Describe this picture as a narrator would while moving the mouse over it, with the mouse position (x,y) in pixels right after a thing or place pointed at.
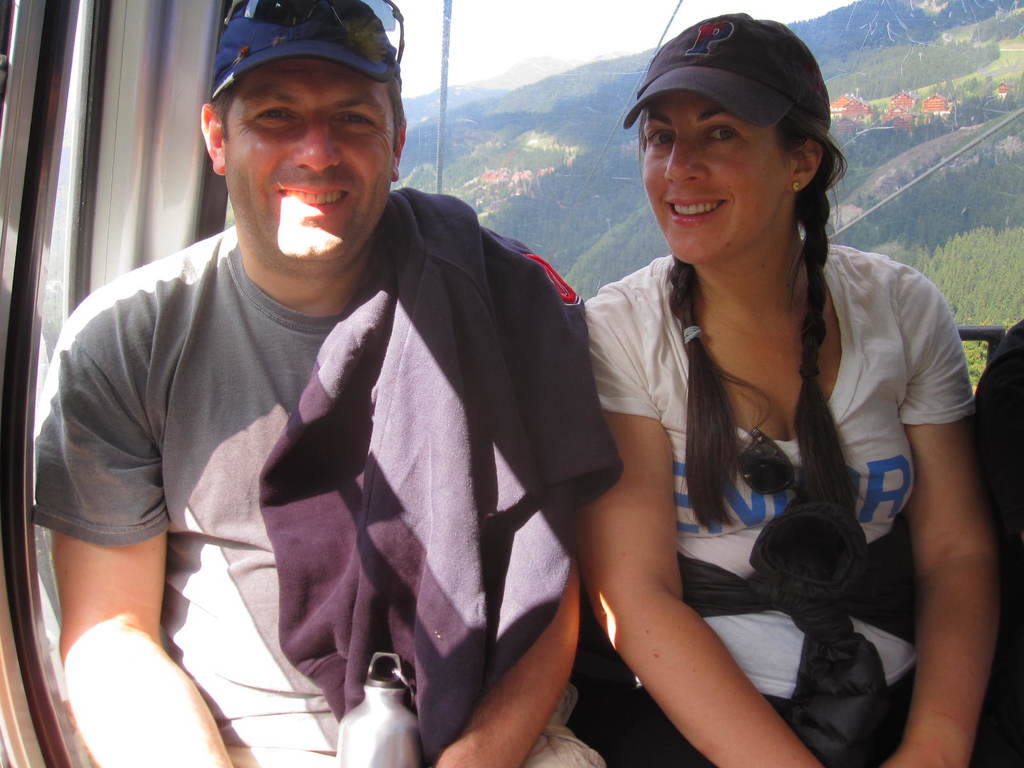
In the picture we can see a man (94,537) and a woman (968,573) sitting together in the cable car (30,647), they are wearing a T-shirts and caps (641,101) and smiling and behind them, we can see a glass (991,148) from it we can see hills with trees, houses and behind it we can see a sky (506,61).
